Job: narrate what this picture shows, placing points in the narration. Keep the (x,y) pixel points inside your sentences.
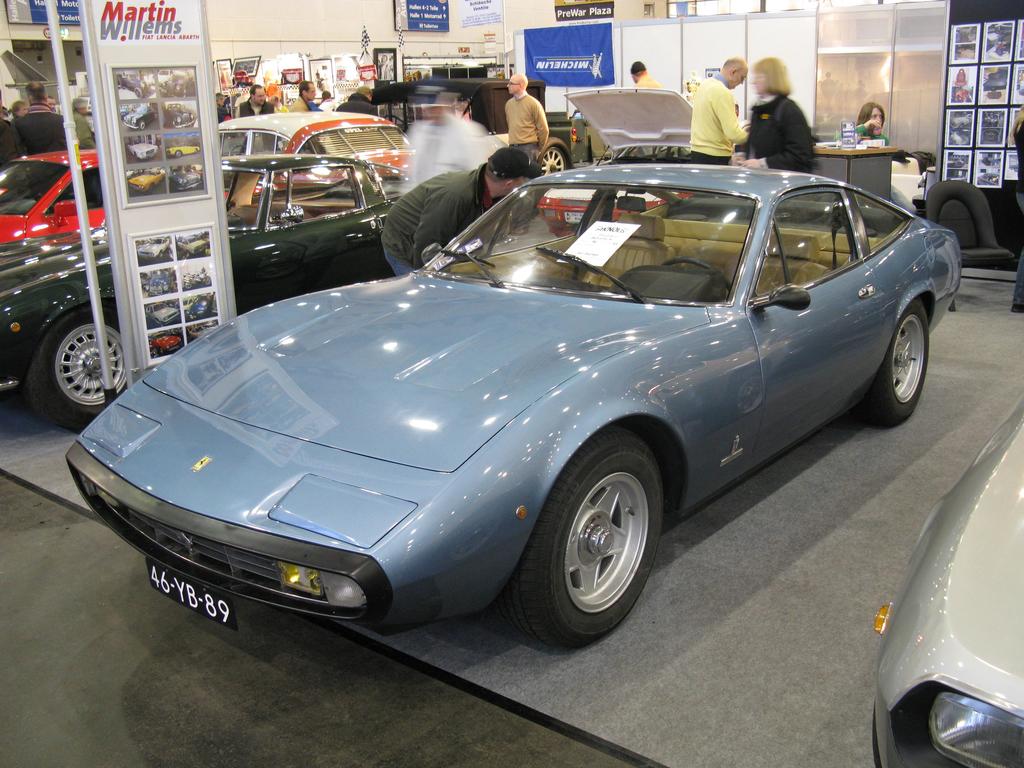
In this picture there is a man (401,203) who is wearing cap (506,172), green, jacket (401,250) and jeans (391,261). He is standing near to the blue car (428,297) and black car (378,266). On the right (870,134) we can see a woman (858,130) who is sitting near to the desk (846,154) and holding something. In the background (569,90) we can see posters (607,68) on the wall (425,46). Here we can see the plastic partition (625,68) near to the car (608,88).
